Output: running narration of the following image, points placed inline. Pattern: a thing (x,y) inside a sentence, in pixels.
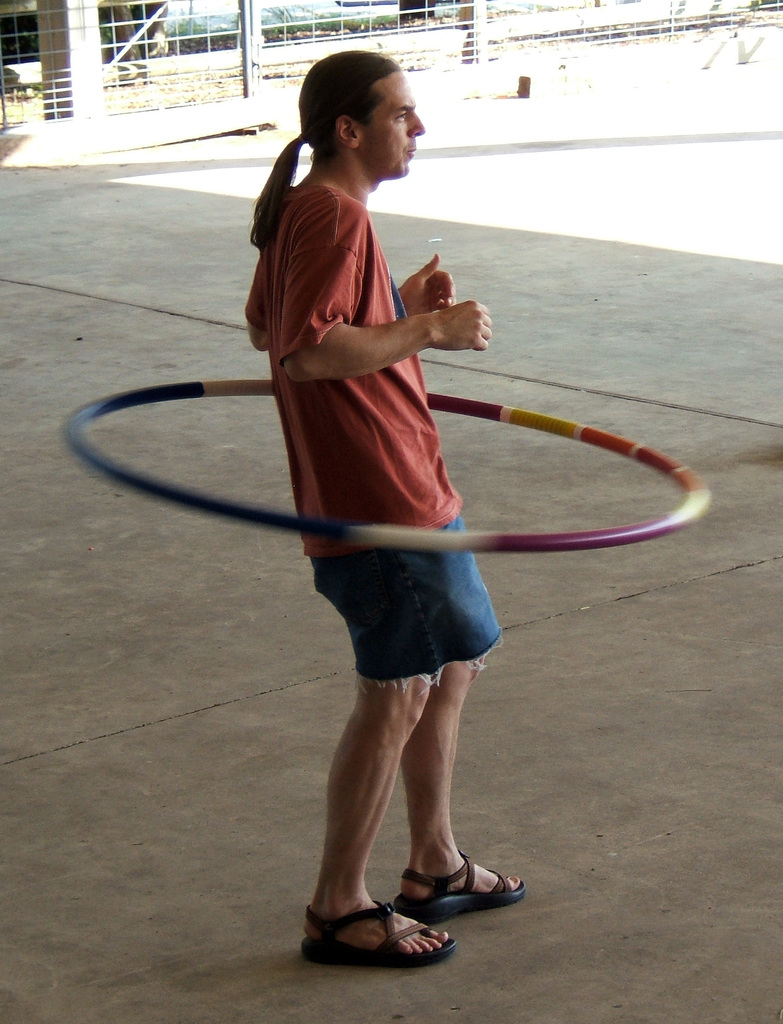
This image consists of a man (422,386) standing and rotating a ring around him. At the bottom (250,768), there is a floor (229,691). In the background (89,95), there is a wall (564,138) and a railing (335,38).
